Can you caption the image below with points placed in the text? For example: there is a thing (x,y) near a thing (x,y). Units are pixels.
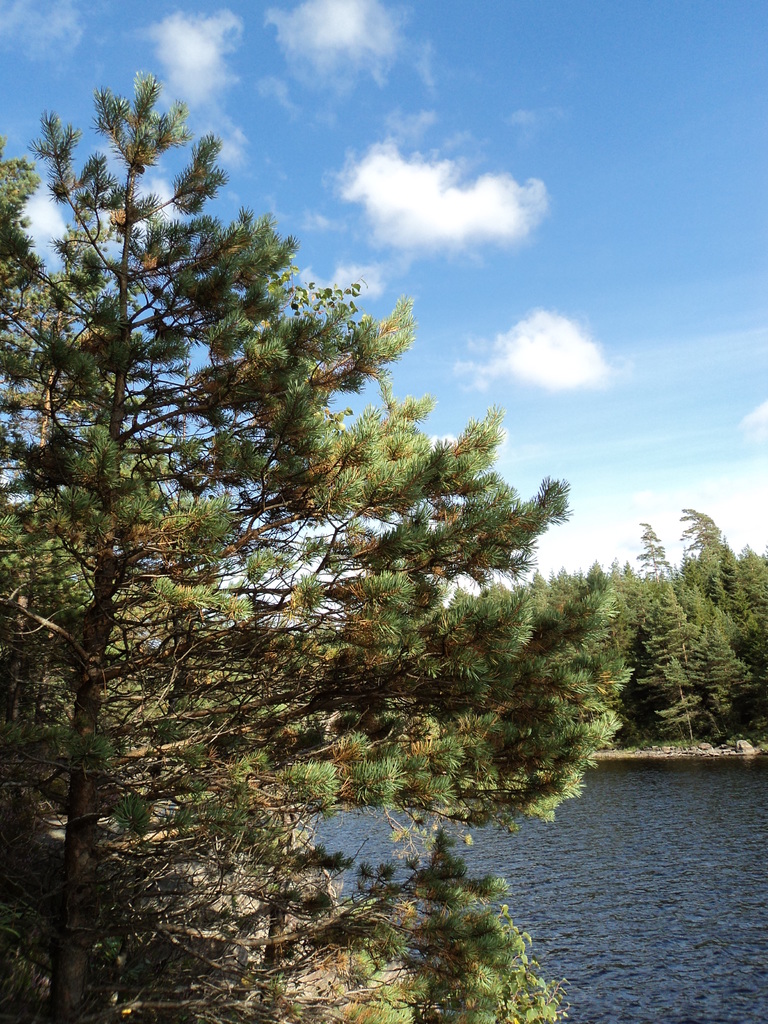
In this image, we can see trees (314,625). At the bottom (589,896), there is water (633,909) and at the top (359,181), there are clouds (349,174) in the sky (429,236).
